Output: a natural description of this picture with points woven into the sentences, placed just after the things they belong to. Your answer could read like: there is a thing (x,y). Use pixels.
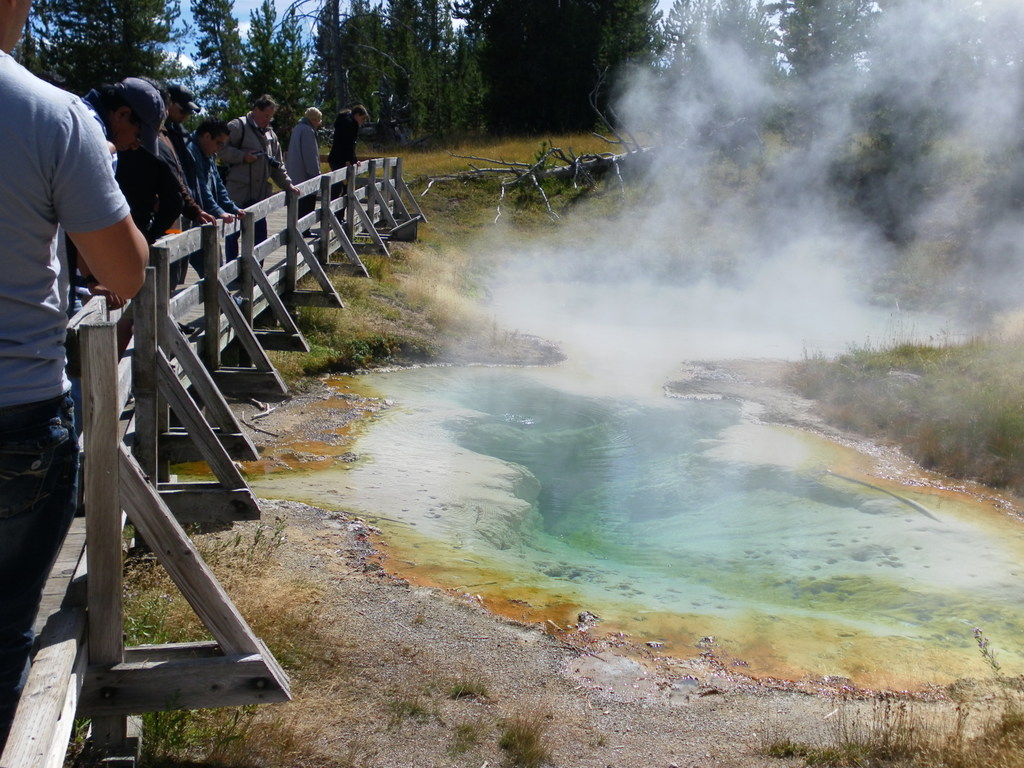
In this image there are a few people (147,178) standing behind a wooden fence (293,193) are looking at a hole (586,412) of boiling water (602,417) with smoke (705,326) coming out from it, in the background of the image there are trees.
